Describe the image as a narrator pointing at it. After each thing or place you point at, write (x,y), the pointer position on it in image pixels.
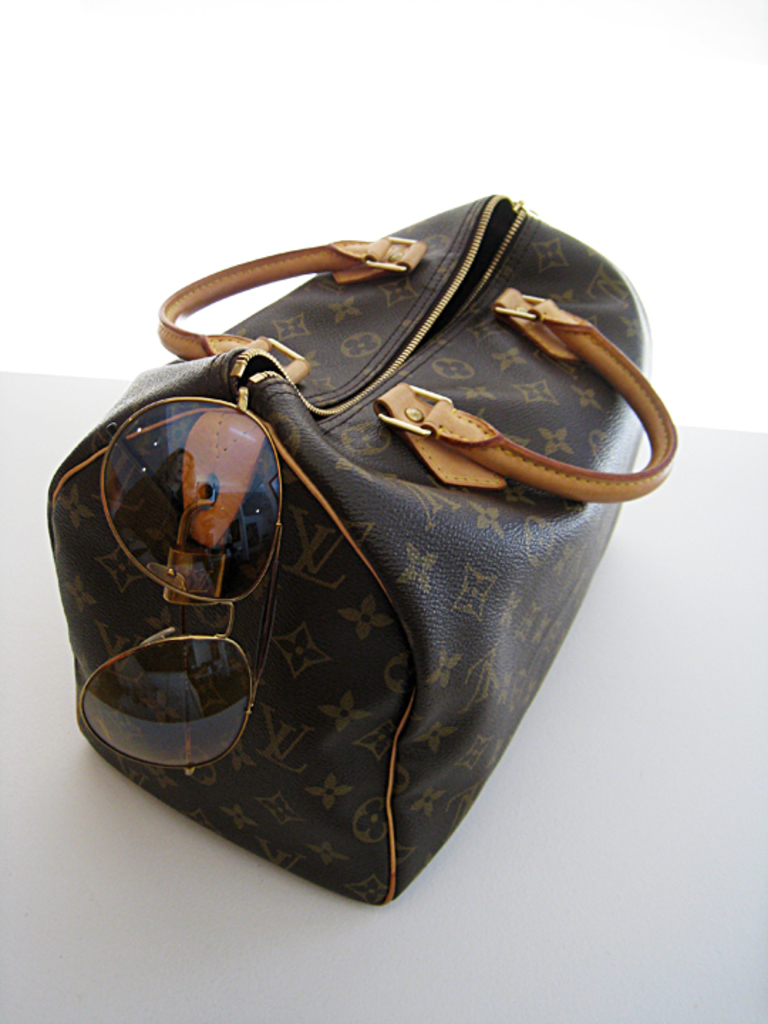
There is a black bag (458,452) which has goggles (236,435) attached to it.
